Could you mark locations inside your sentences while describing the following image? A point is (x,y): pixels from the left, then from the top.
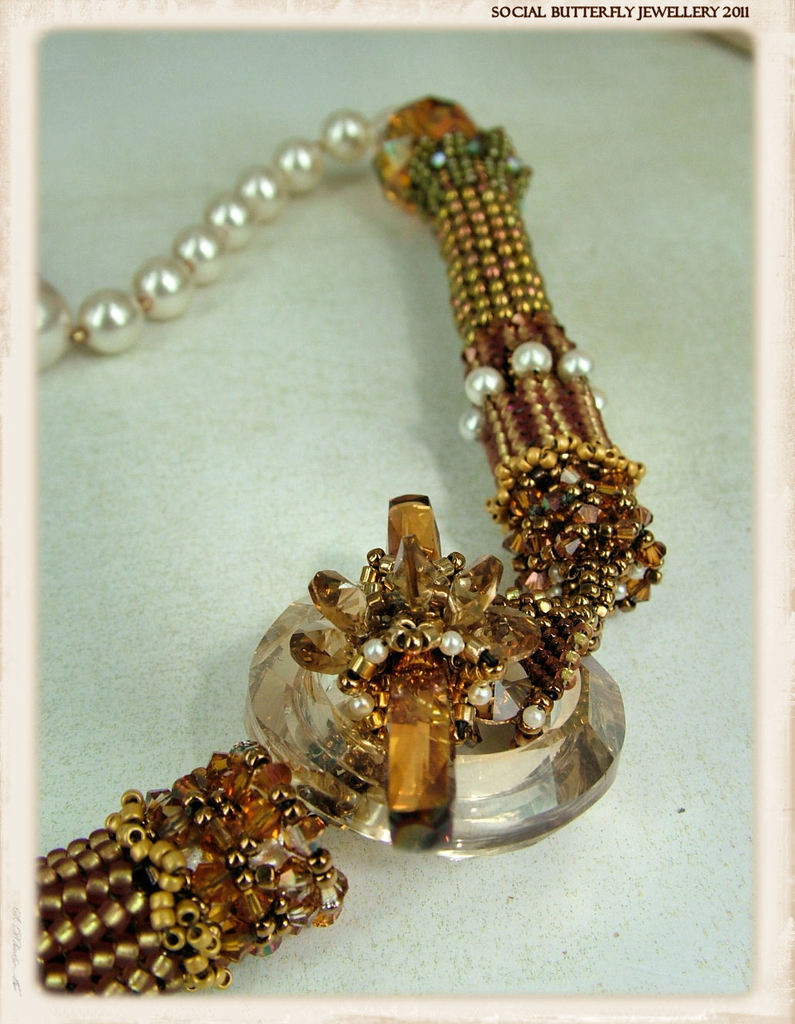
In this image there is a chain (522,699) kept on the surface (625,843). Chain (489,702) is having few pearls (367,707), beads (559,453) and a stone (506,667) to it.
